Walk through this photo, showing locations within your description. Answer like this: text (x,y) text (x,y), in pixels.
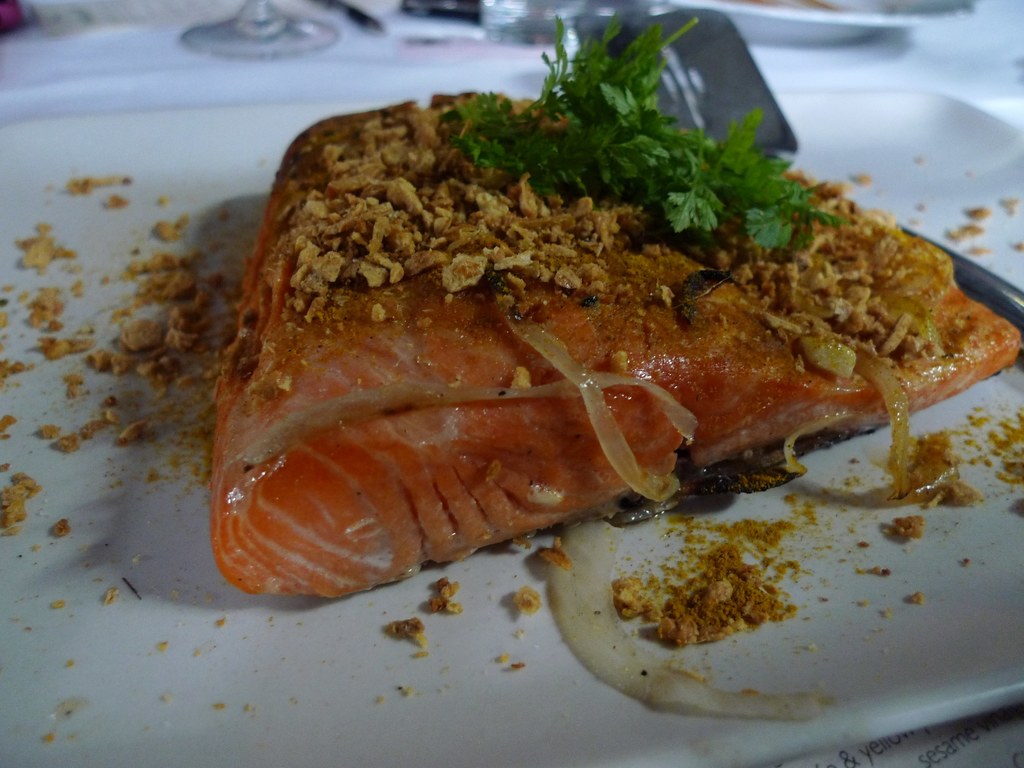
In this image we can see a food item (718,218) on a plate (46,602). At the top of the image (817,32), we can see glasses (589,20) and a plate (854,9).
